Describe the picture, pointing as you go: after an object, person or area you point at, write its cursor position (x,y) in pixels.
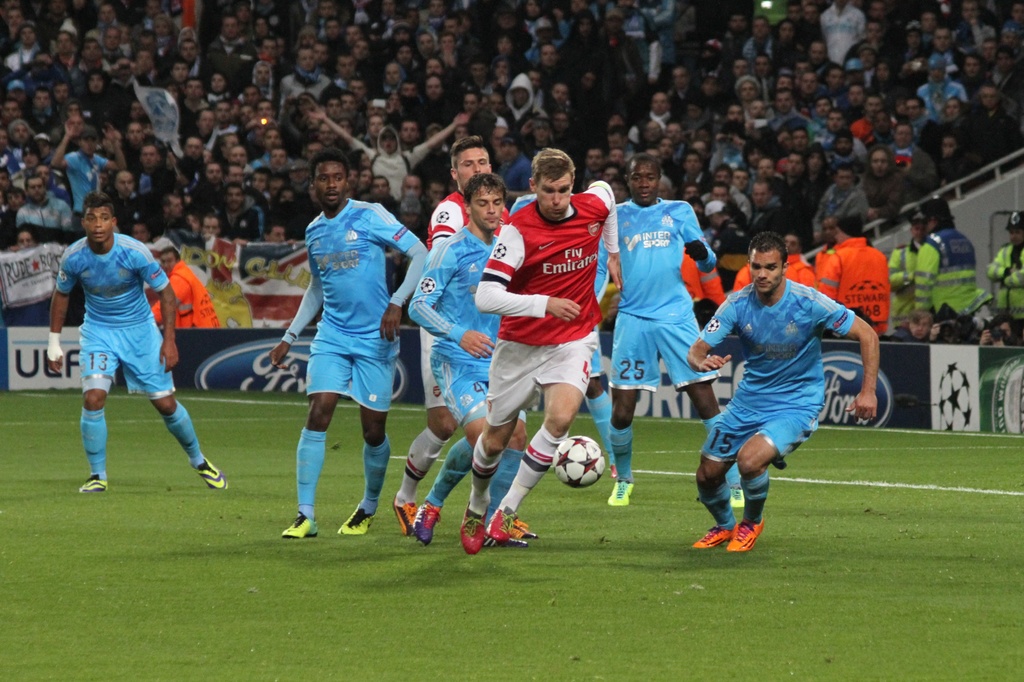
In this image I can see a ground (405,555) and few people (630,485) on it. Here I can see a football (579,475) and in the background (47,174) I can see number of people (43,145) are standing.
